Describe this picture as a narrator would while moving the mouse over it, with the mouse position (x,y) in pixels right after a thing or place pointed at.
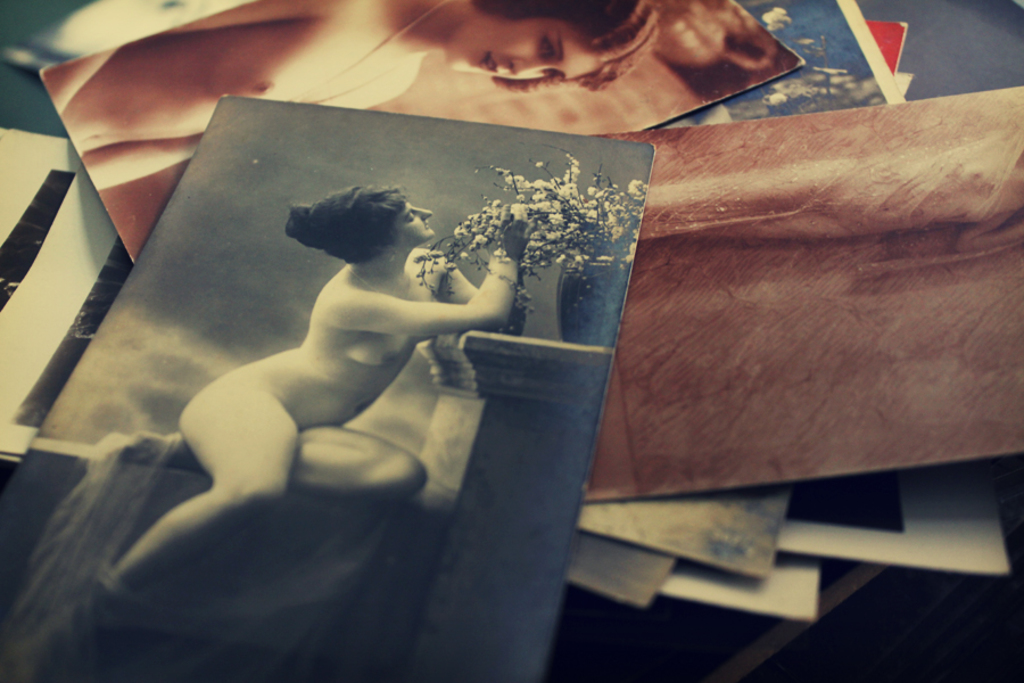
In this image we can see photographs (647,395) placed on the table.
